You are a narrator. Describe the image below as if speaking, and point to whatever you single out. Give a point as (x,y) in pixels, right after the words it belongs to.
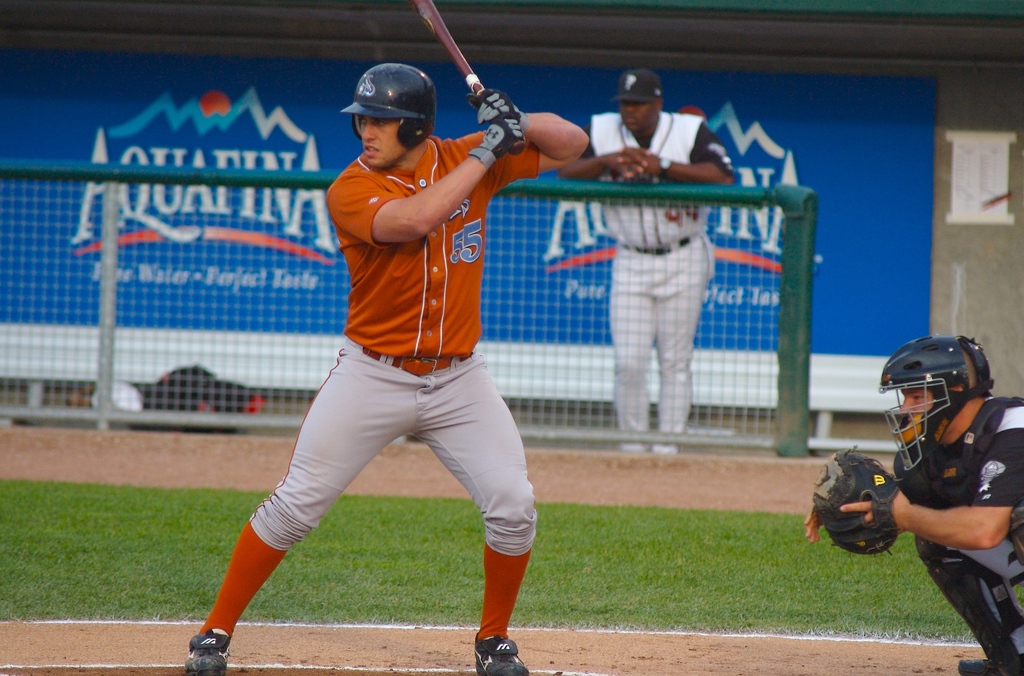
In the center of the image (382,309) we can see a man (401,257) standing and holding a bat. On the right (820,500) there is a catcher (949,534). In the background (701,398) there is a mesh (715,359) and we can see a man (673,258) standing. At the bottom (628,609) there is ground (247,655) and we can see a board (154,148).
